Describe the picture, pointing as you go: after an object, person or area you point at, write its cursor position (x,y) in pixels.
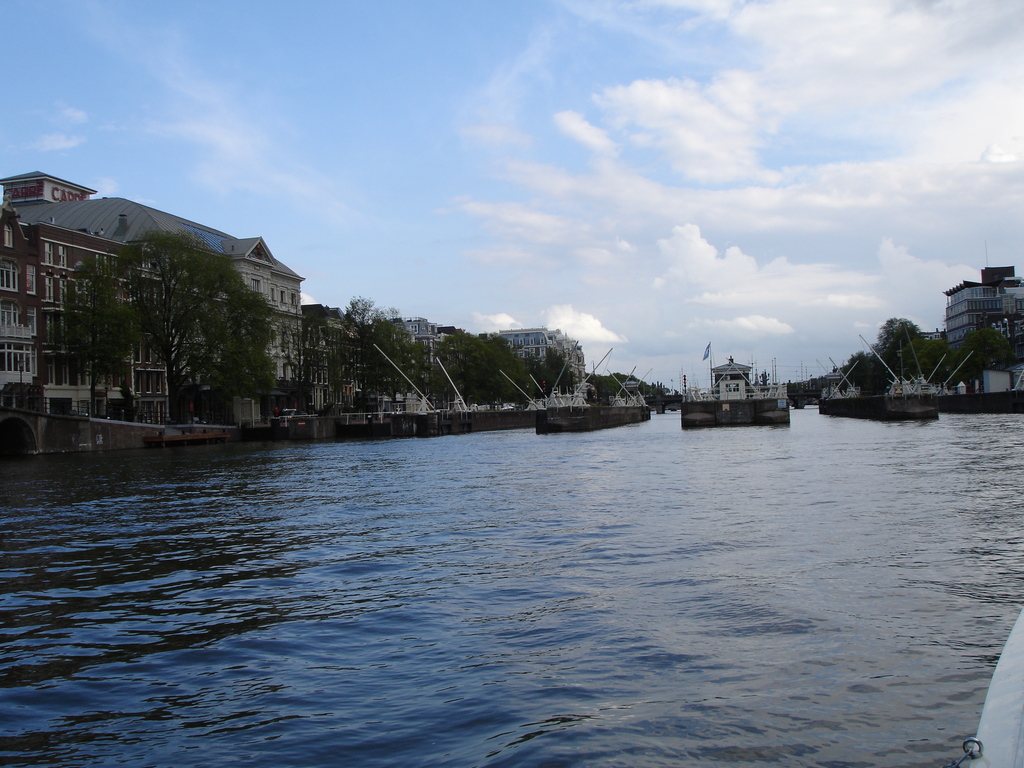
We can see water (390,528) at the bottom of this image (625,596). There are trees (300,377) and buildings (134,368) in the middle of this image (498,386). The cloudy sky (471,233) is at the top of this image (541,177).
